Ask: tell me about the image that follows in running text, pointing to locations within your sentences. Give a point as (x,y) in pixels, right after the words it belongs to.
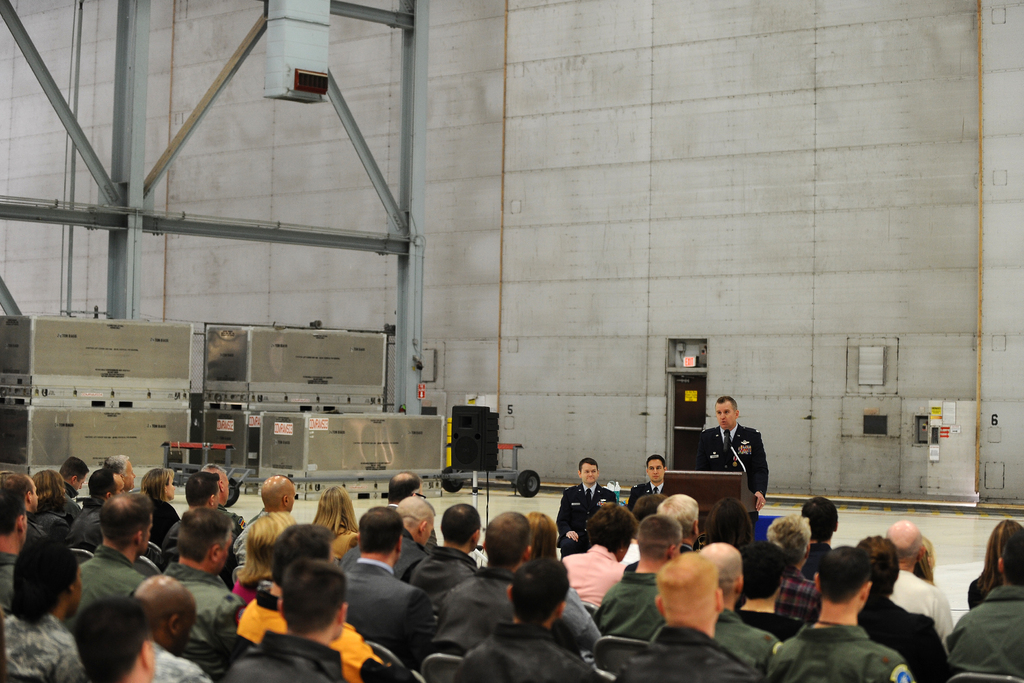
At the bottom of the image (298,559) we can see people (776,598) sitting. In the center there is a man (746,465) standing, before him there is a podium (731,491) and we can see a mic (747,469) placed on the podium (740,480). In the background (654,263) there is a wall (653,236). On the left (235,437) there is an equipment (280,417).
